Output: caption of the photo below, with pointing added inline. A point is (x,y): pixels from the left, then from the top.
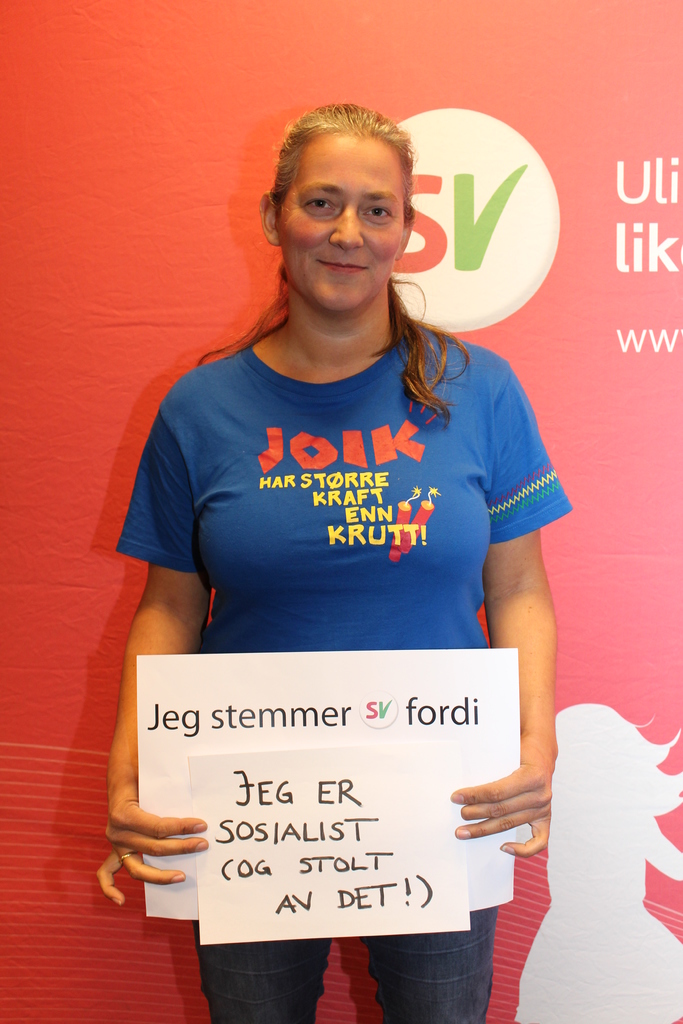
In this image I can see a person (350,496) standing wearing blue shirt (301,544) holding a board (239,721) which is in white color. Background (87,413) I can see the other banner (136,219) in red color.
